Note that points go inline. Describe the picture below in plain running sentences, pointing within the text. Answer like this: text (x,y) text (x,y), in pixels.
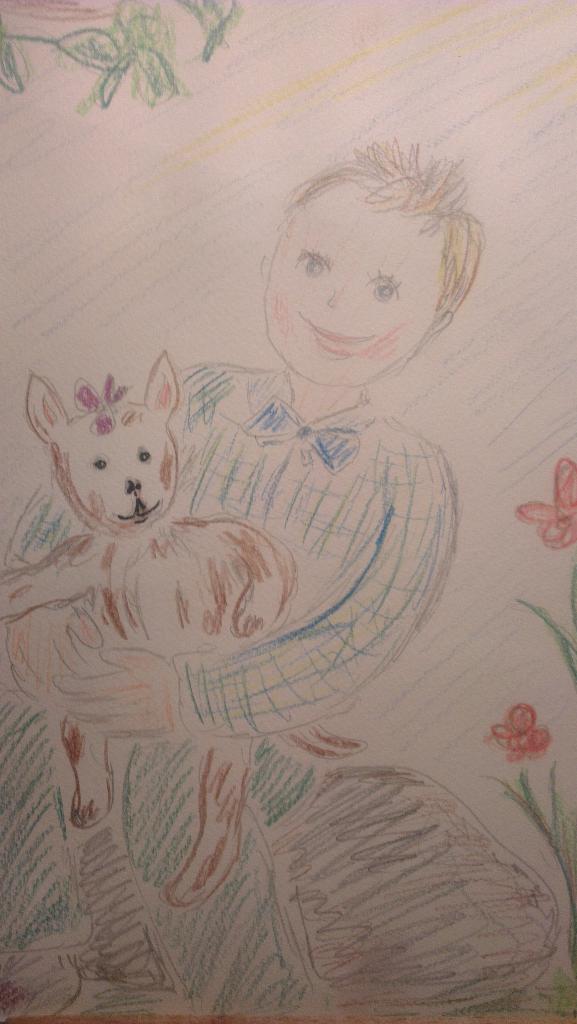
In this picture we can observe a sketch (278,473) of a child (301,428) and a dog (187,542). We can observe blue, brown, pink and red colors in this picture. There are flowers (522,732) on the right side (516,753).
